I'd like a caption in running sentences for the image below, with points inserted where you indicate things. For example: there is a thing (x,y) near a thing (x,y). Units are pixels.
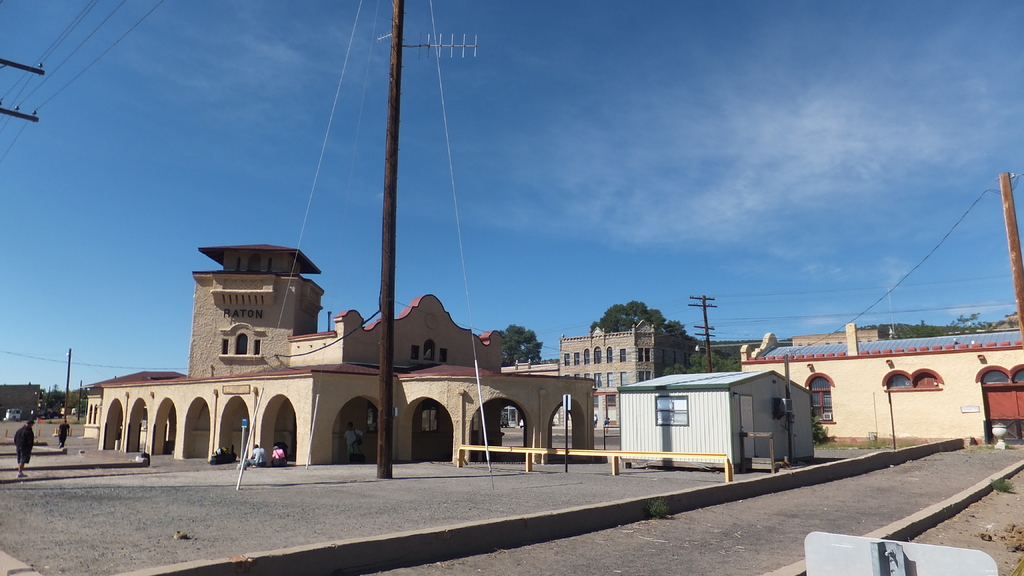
In the foreground of this image (651,514), there is a path (761,514) and a board (864,568). In the background (680,367), there are buildings (620,363), poles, trees (625,314), cables (315,184), sky (342,172) and the cloud (803,152).
